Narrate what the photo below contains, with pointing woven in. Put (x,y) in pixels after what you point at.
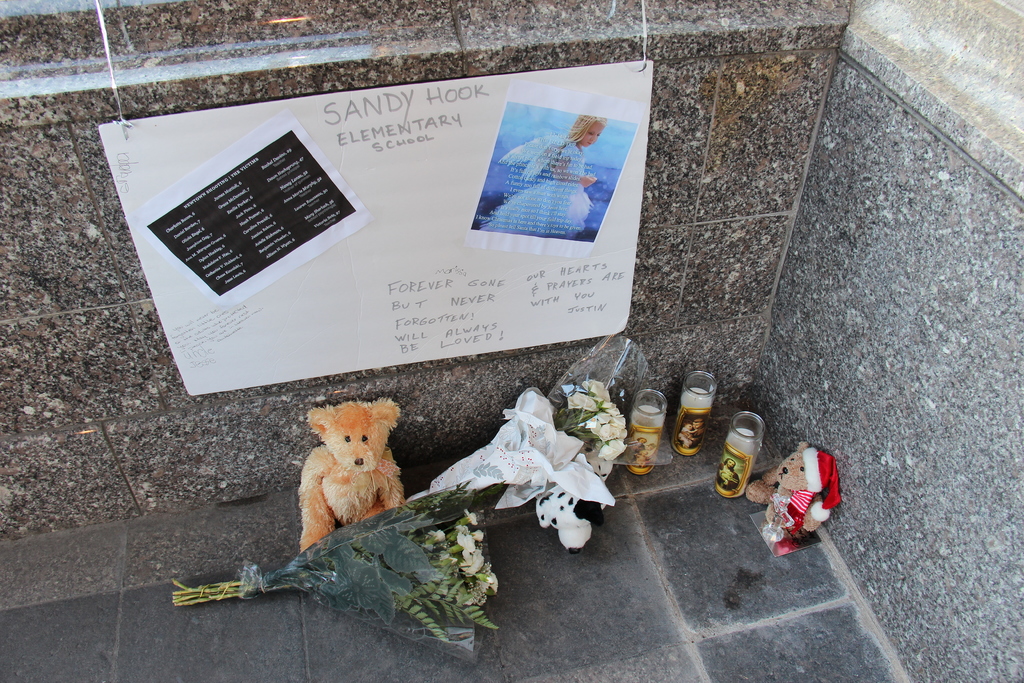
This is the picture of a place (347,527) where we have two dolls (355,466), bouquet (497,509) and some other things (748,467) around and also we can see a poster (340,280) to the wall (90,177).
